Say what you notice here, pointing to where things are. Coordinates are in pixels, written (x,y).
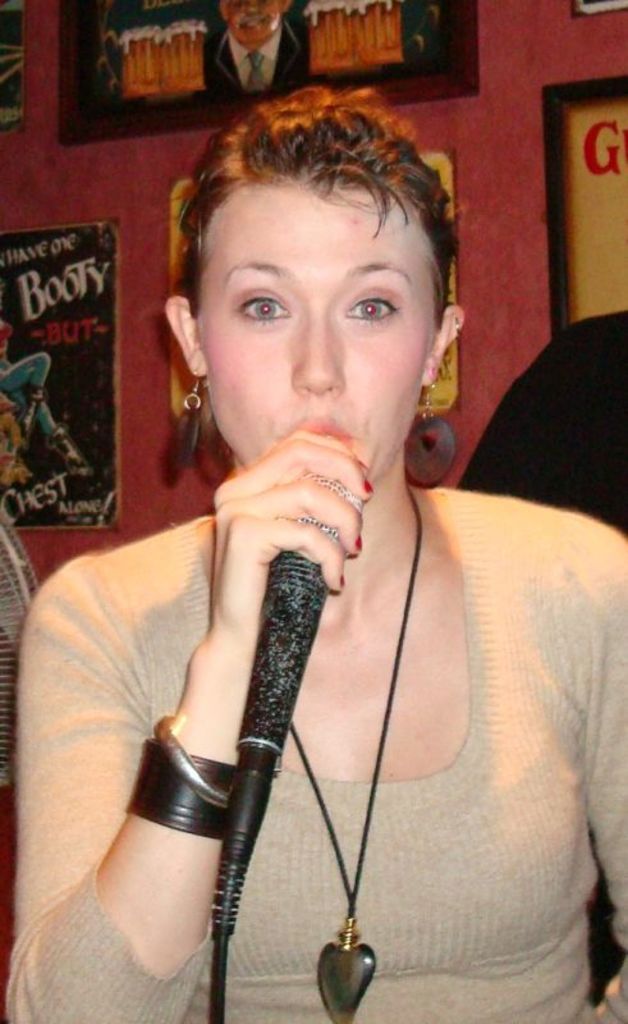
A lady (506,776) with grey t-shirt (502,787) is holding a mic (279,601) in her right hand (255,585). At the back of her there are some frames (301,47) and posters (72,297) to the wall (66,185).
